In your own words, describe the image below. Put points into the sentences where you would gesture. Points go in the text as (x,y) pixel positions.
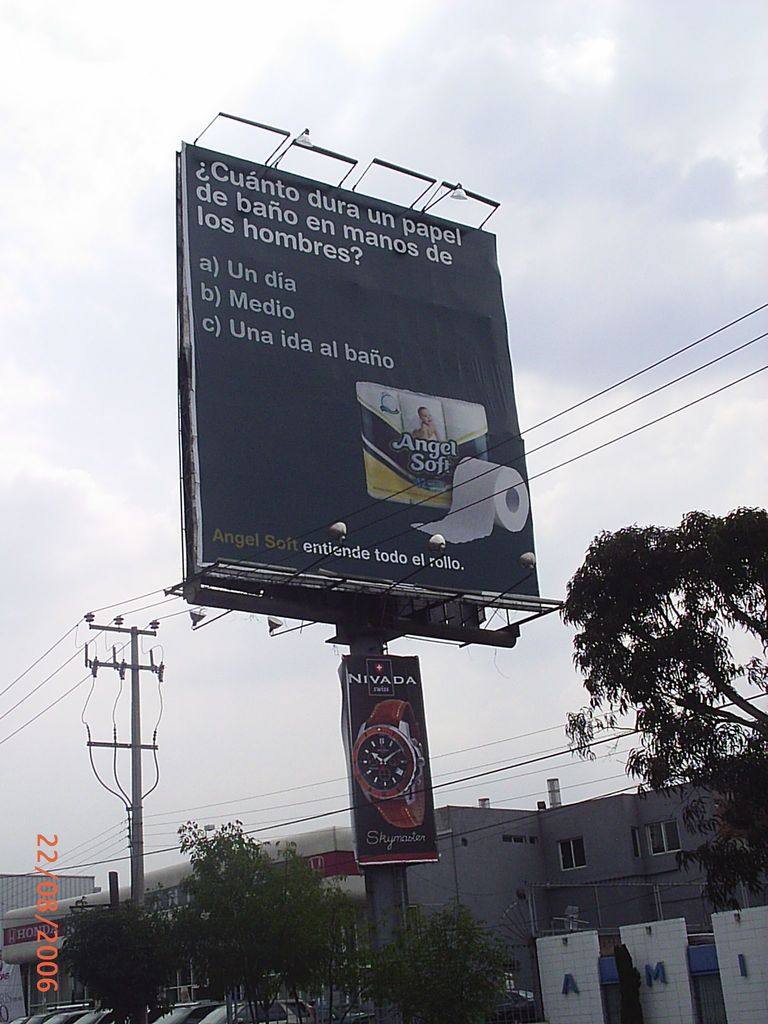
In this image we can see a board (387,558) with some lights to a pole (374,928). We can also see some trees (319,952), cars (208,1009) parked beside, a utility pole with wires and a building (569,898) with windows (581,867). On the backside (572,489) we can see the sky (645,403) which looks cloudy.
